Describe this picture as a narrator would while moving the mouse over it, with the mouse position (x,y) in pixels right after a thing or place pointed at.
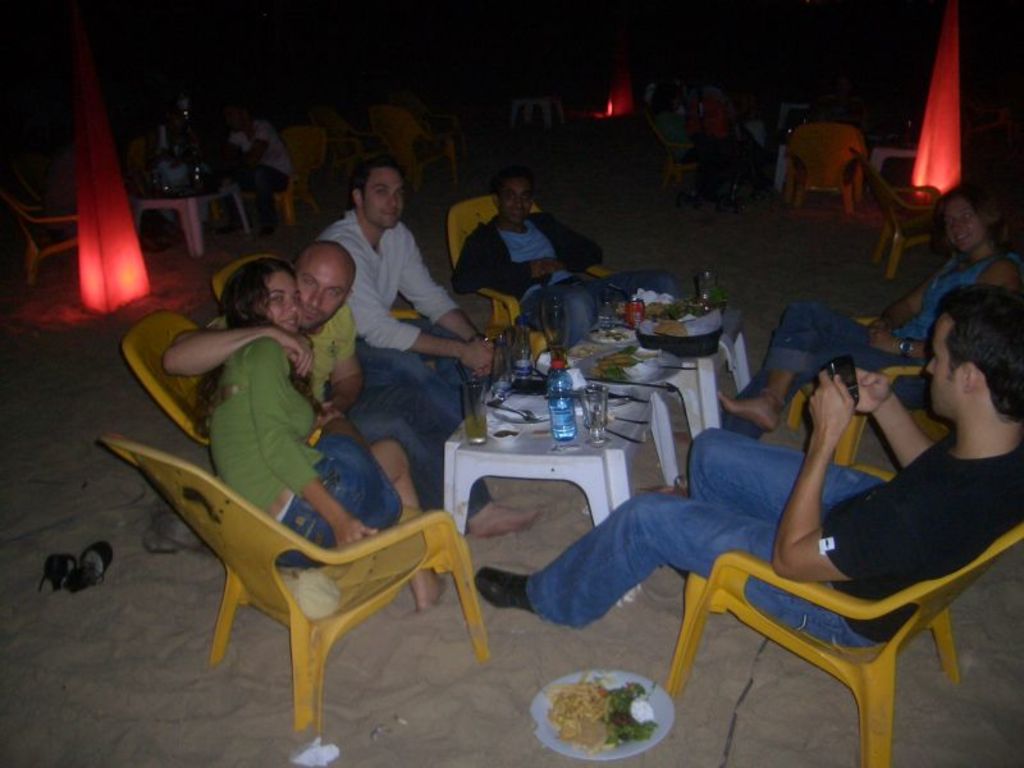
There are many people (378,319) sitting in the chairs (866,321) in front of stools (617,418) on which water bottles (559,398), glasses (595,435) and food items (618,376) were placed. There are two women (1006,260) in the group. In the background (220,195) there is dark.
